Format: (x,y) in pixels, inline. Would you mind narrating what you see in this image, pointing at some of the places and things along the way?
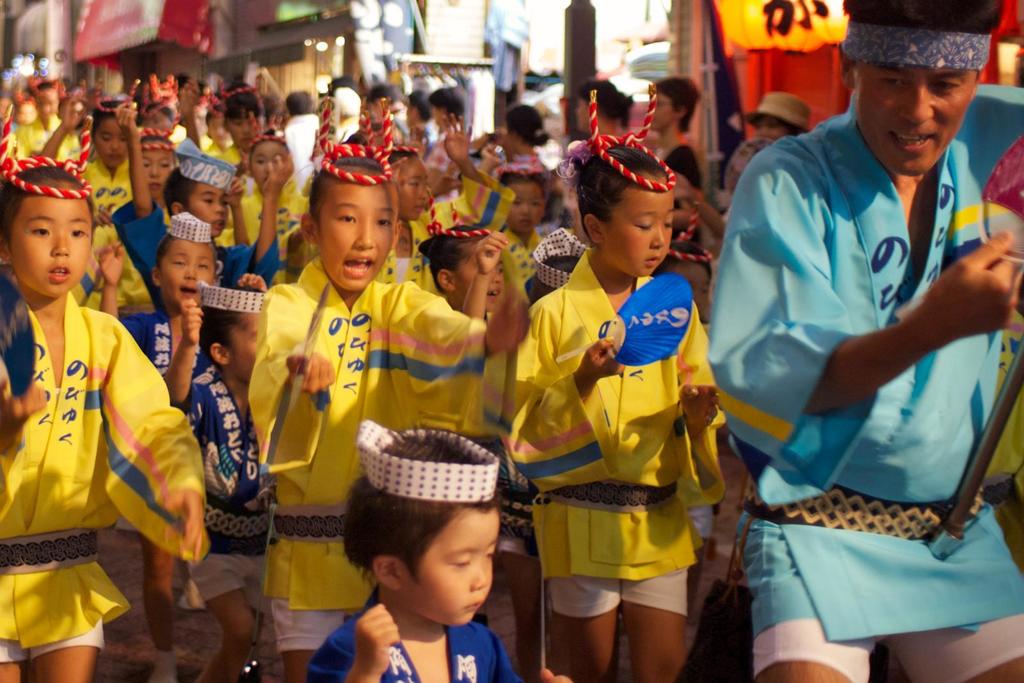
In this image, we can see some kids (356,463) standing and wearing caps (279,144). There is a kid (609,169) in the middle of the image (542,360) holding a hand fan (614,336) with his hand (589,378). There is a person (731,345) on the right side of the image (817,289) wearing clothes (811,380).
